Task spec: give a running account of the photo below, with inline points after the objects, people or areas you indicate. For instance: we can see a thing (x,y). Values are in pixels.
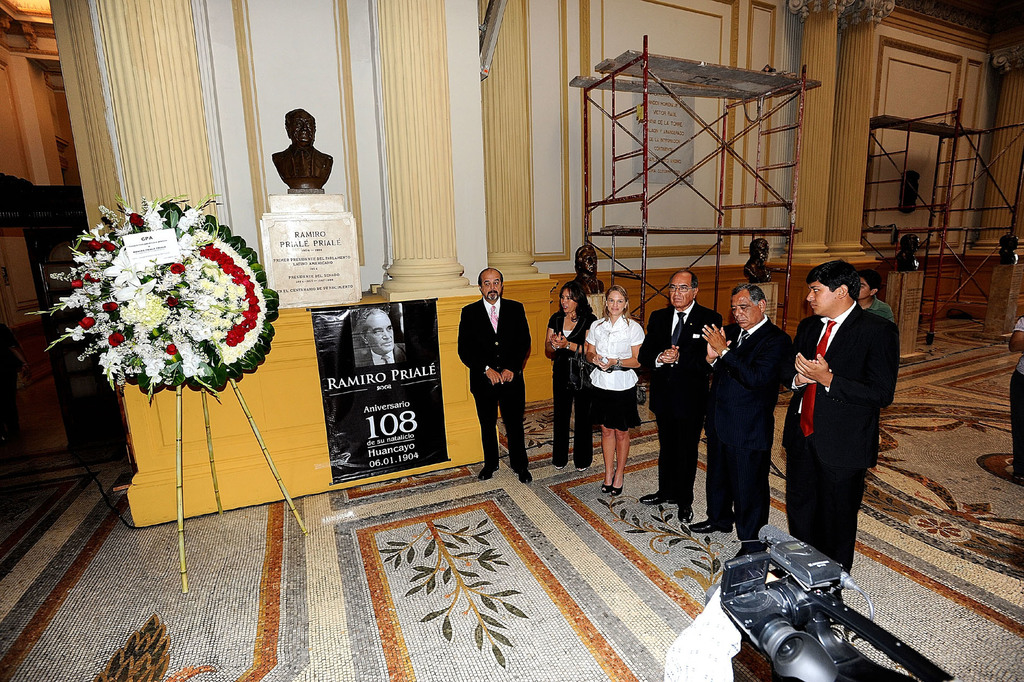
In the image in the center (500,373), we can see a few people (622,423) are standing. At the bottom of the image (766,588) there is a camera (736,575). In the background (590,106) there is a wall (291,340), floor (524,544), stand (616,196), banners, poles (414,171), one flower bouquet (164,260), sculptures (305,168) and a few other objects (91,384).
